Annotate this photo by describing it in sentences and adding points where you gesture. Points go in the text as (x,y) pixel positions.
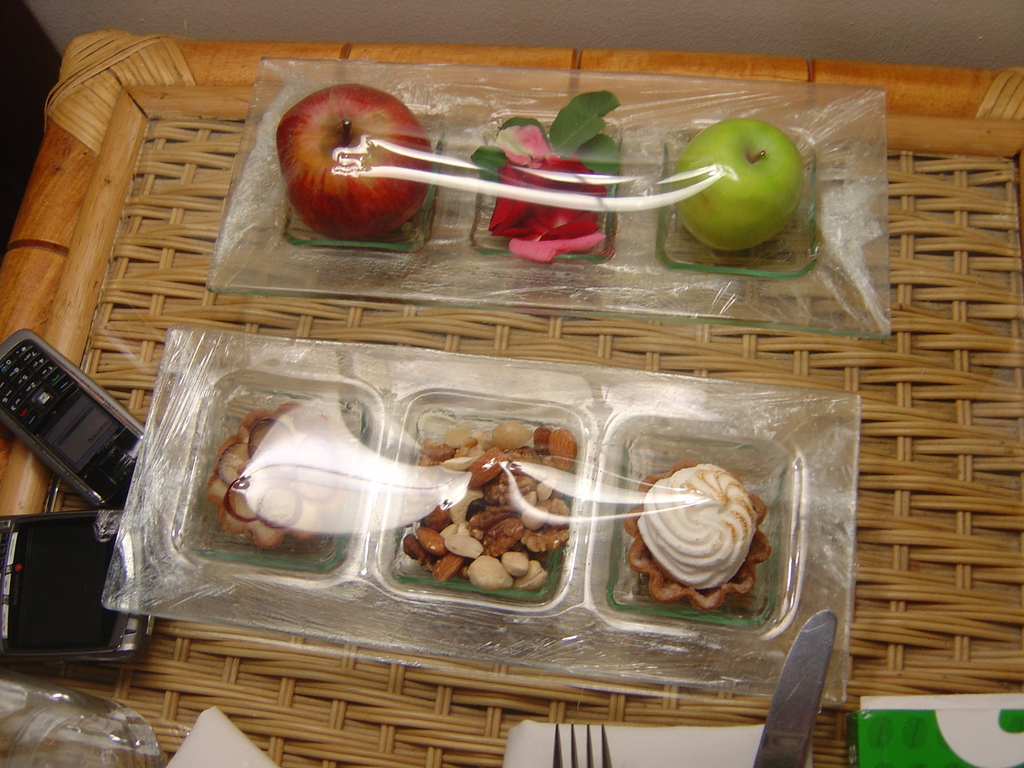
There is a wooden surface (775,369). On that there are mobiles (115,463), fork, knife (786,687) and box (371,544) with dry fruits (486,501) and some other snacks (327,477). Also there is another box (407,262) with green apple (708,187), red apple (394,155) and a flower (541,184).
